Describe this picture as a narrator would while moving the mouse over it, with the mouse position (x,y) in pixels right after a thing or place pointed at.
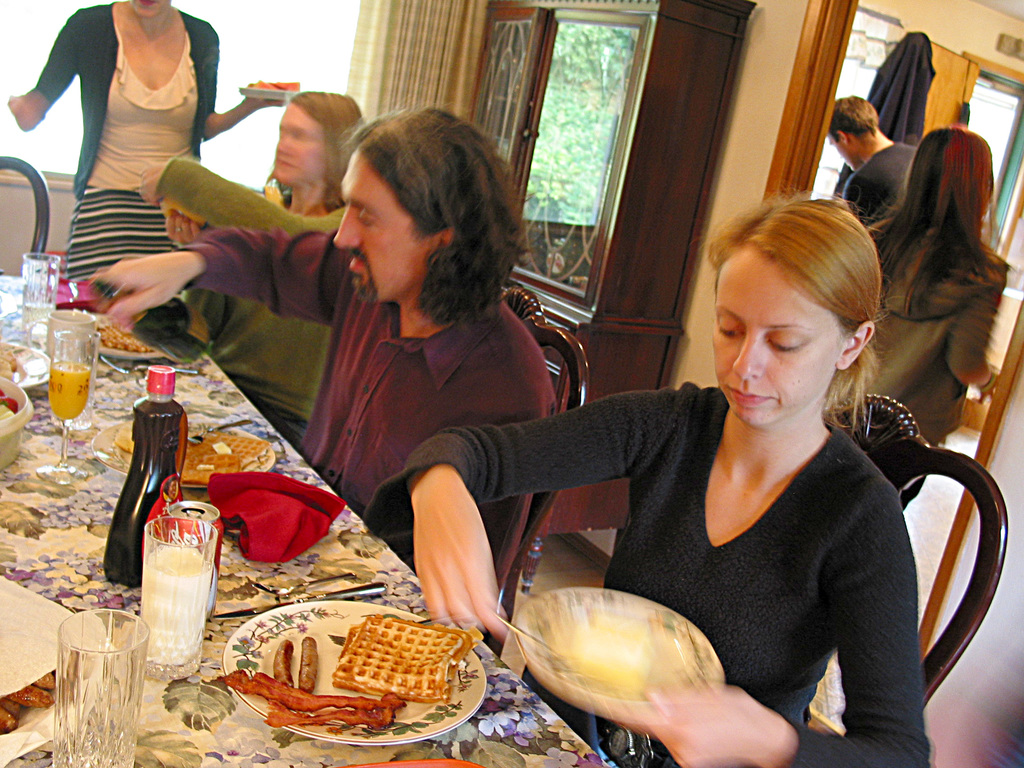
In this image there are group of persons (403,491) who are sitting and having their food (212,460) and at the left side of the image (181,522) there are glasses (162,547), bottles (165,377) and plates (310,631) on the table (264,755) and at the right side of the image (964,205) there are two persons (930,215) standing.
